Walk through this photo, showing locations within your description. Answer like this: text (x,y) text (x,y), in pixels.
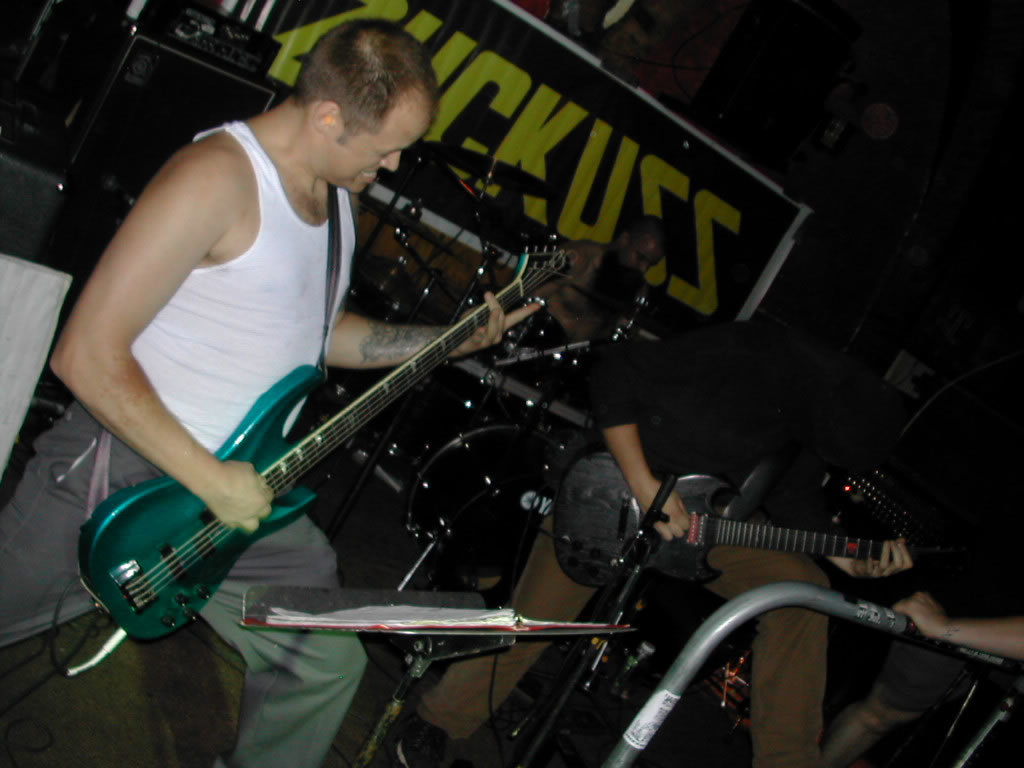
In the middle of the image (542,361) there is a drum (385,289) and there is a man (589,254) sitting. Bottom right side of the image (900,542) there is a man (872,389) standing and playing guitar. Bottom left side of the image (268,557) there is a man (329,91) standing and playing guitar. Top left side of the image (158,150) there are some electronic devices (163,136). Top right side of the image (747,186) there is a banner (691,245).
